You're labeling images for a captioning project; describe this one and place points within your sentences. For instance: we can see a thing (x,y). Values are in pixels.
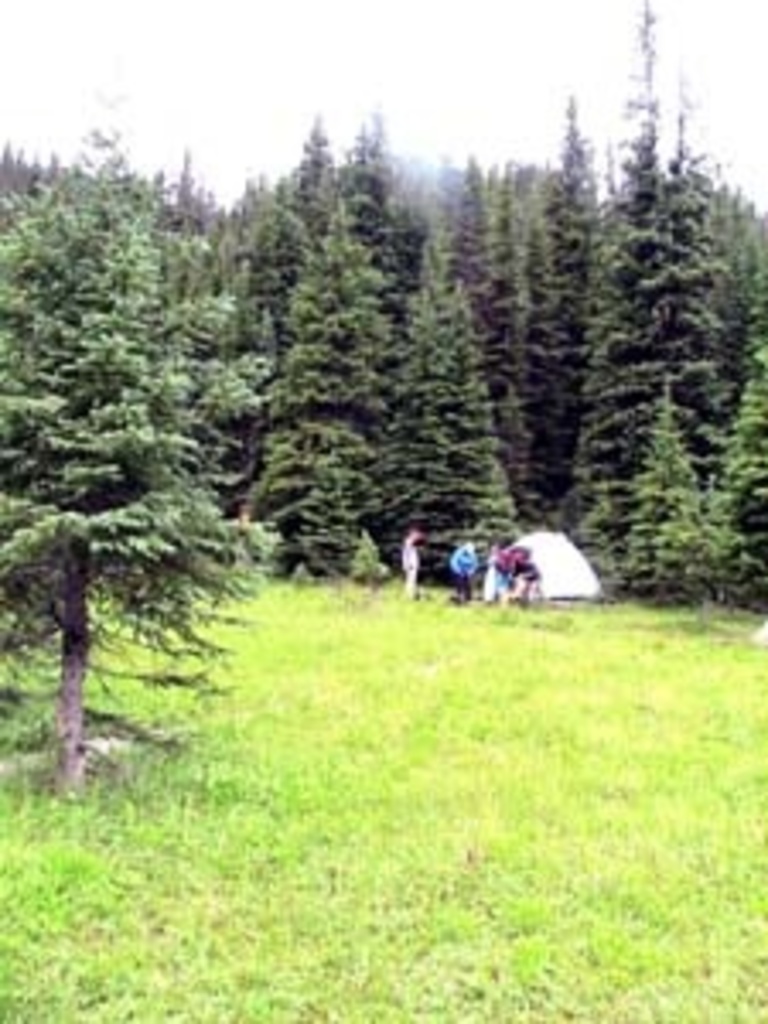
In this image there is a grass (345,808) at bottom of this image (325,863) and there are some trees (364,376) in the background (626,316) and there is a sky (475,65) at top of this image (357,62) and there are some persons (464,555) are standing at middle of this image (465,575) and there is a temporary shelter (572,591) at right side of this image (592,586).
